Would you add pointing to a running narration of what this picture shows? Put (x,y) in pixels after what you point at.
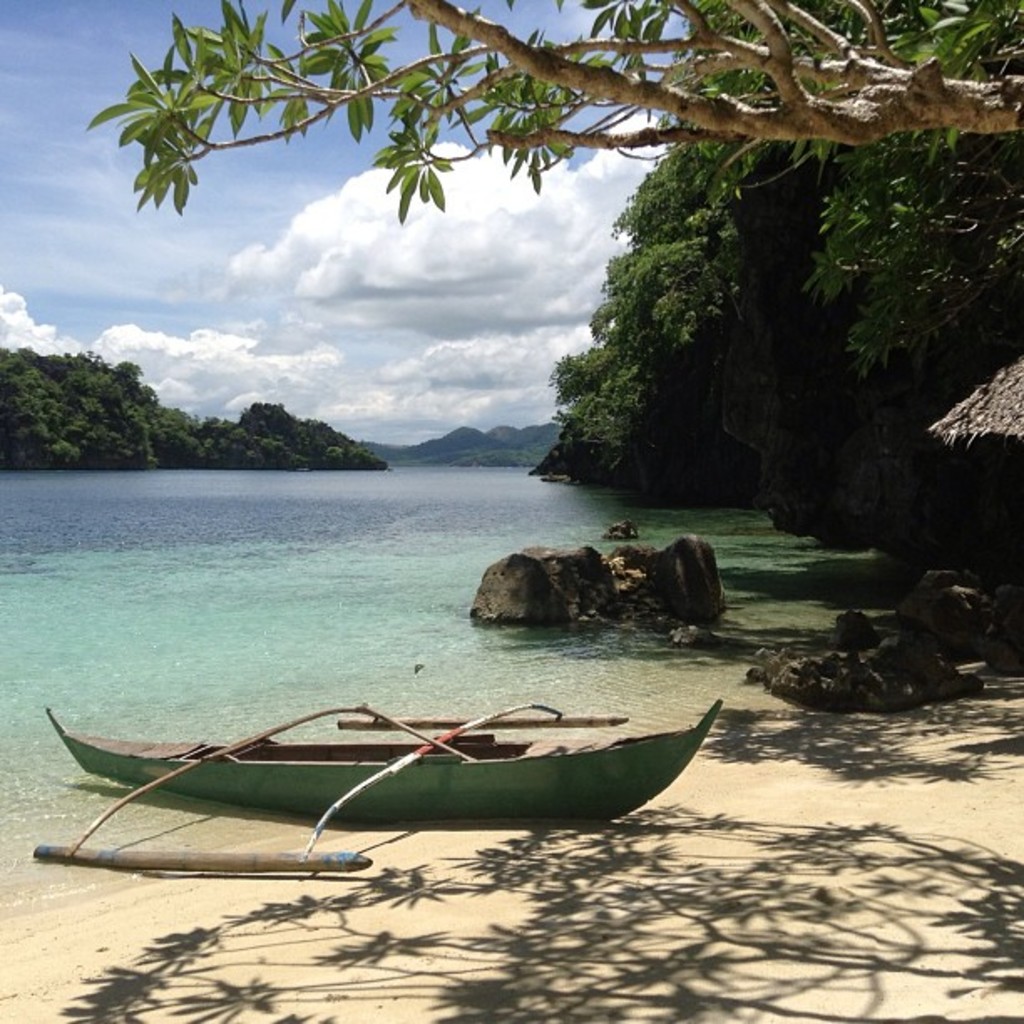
Sky (326,228) is cloudy. Beside this water (322,496) there are a number of trees (13,410). Front we can see a boat (562,814).
